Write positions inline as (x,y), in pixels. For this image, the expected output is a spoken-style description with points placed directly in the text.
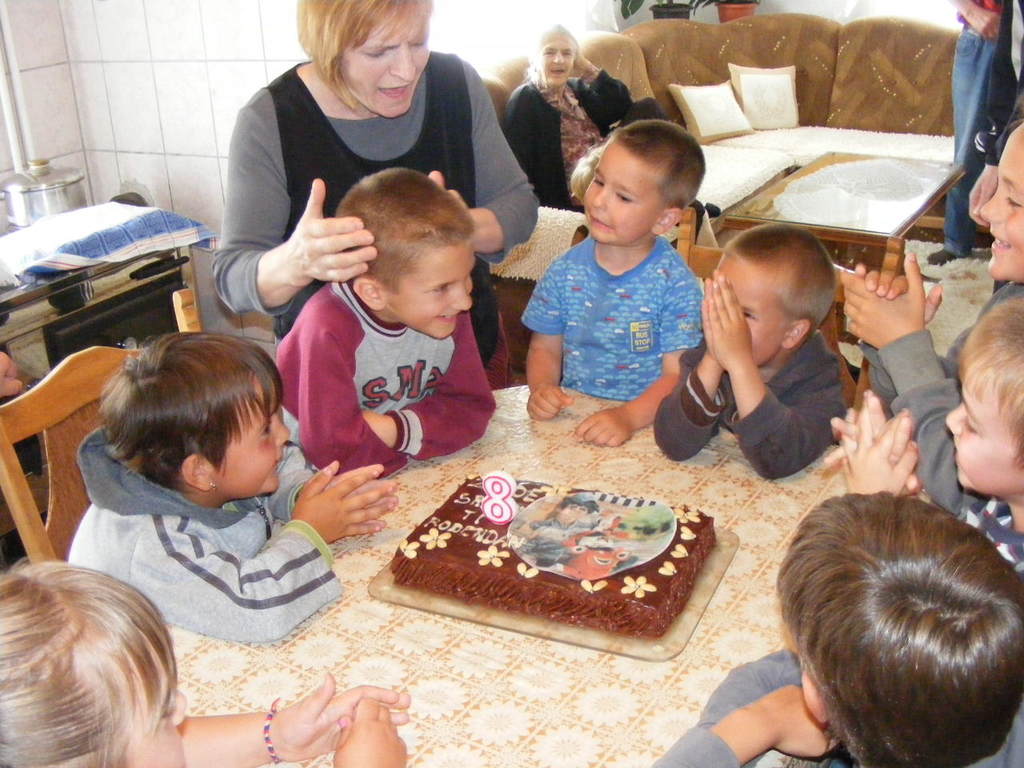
In this picture we can see a group of children's (260,385) some are sitting on chair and some are standing and beside to them woman (401,124) standing holding child's head (414,213) and in background (550,106) we can see one more woman (538,102) sitting on sofa (937,107) with pillows (767,91) on it and in front of them there is table (404,605) and on table (481,641) we can see cake (466,491), and here we can see vessel (37,195), cloth (109,222), wall (148,145), flower pot (665,16) with plant (728,1) in it.
